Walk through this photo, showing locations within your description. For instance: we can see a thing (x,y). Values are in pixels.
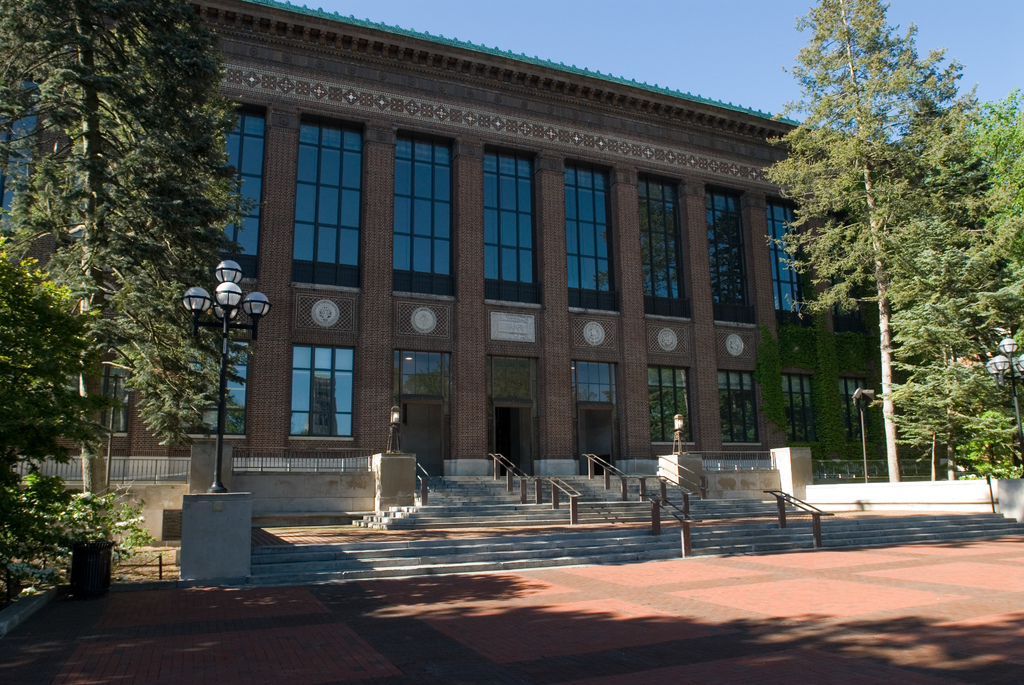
In this image there is a building (501,344) in the center (565,321), on the left side of the building (468,334) in the front (108,330) there is a tree (135,371) and there is a pole (223,389). On the right side (910,320) in the front of the building (874,356) there are trees (950,436). In front of the building (866,415) in the center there are stairs (485,537).
